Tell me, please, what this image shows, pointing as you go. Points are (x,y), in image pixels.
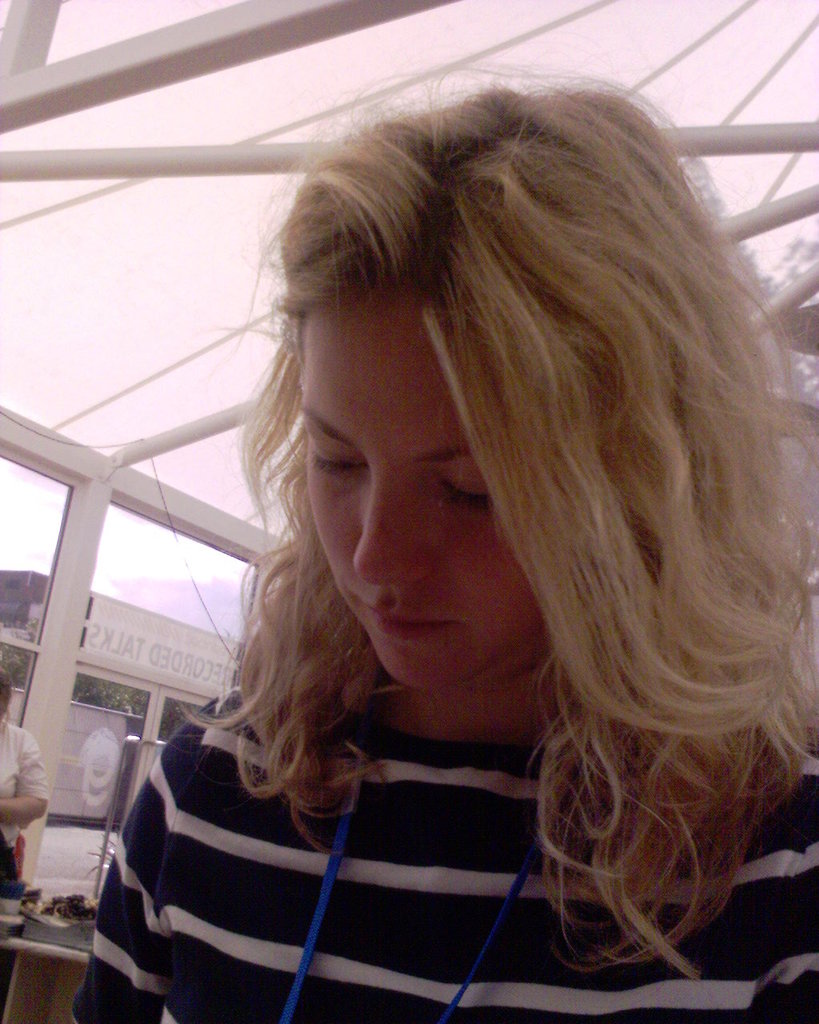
In this picture we can see a woman (490,843) here, in the background (185,573) we can see the sky (175,573), there is another person (26,789) here.
